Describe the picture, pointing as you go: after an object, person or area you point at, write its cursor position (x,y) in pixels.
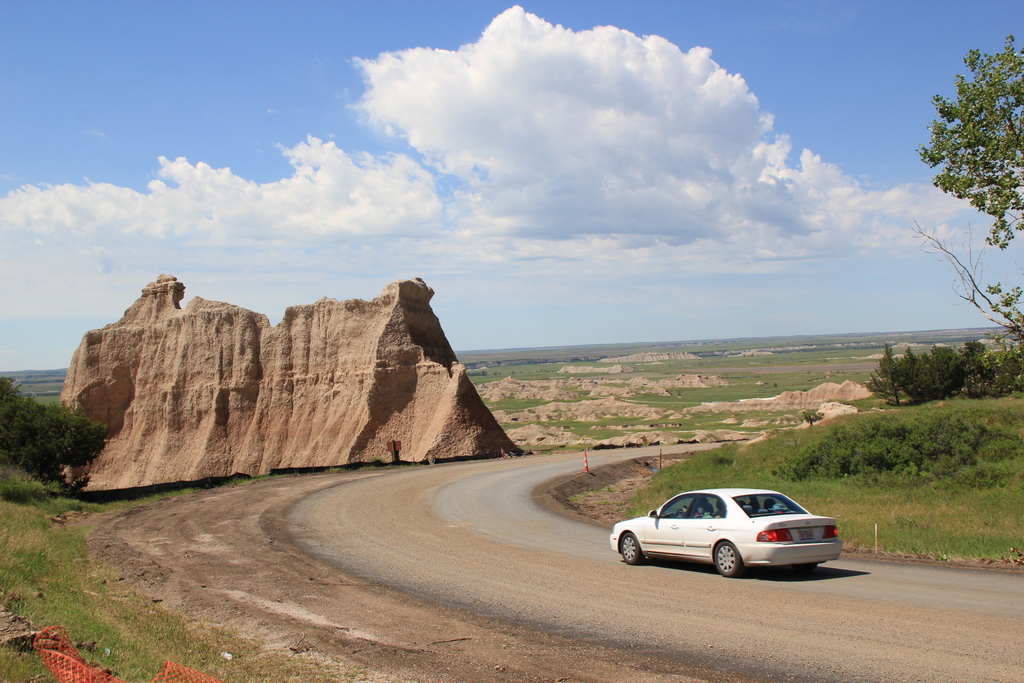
In this picture we can see a beautiful view of the road (648,575). In front (786,536) we can see white color car (772,559) moving on the road (751,577). Behind we can see brown mountain (216,379). In the background (632,385) we can see some small rocks (613,381) on the ground (720,367) and above blue cloudy sky (555,190).
